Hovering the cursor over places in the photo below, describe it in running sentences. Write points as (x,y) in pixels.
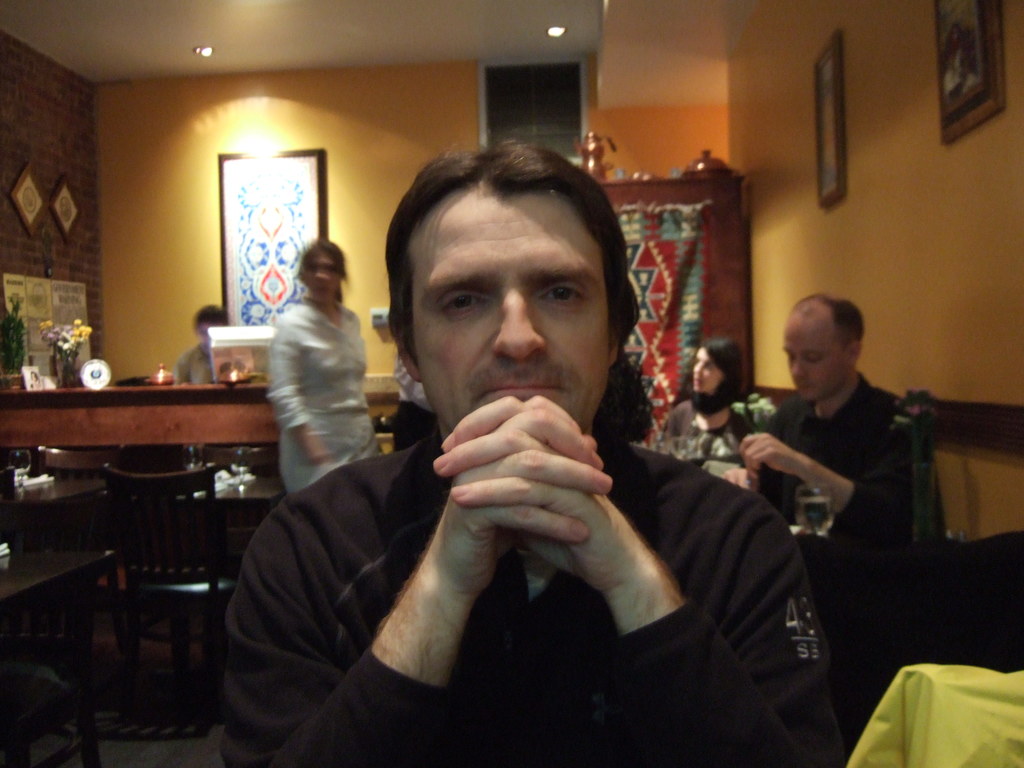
this picture shows a group of people (302,527) seated on the chairs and we see a woman (331,422) standing and we see a photo frame (258,324) on the wall (227,134), few Lights (557,30).
